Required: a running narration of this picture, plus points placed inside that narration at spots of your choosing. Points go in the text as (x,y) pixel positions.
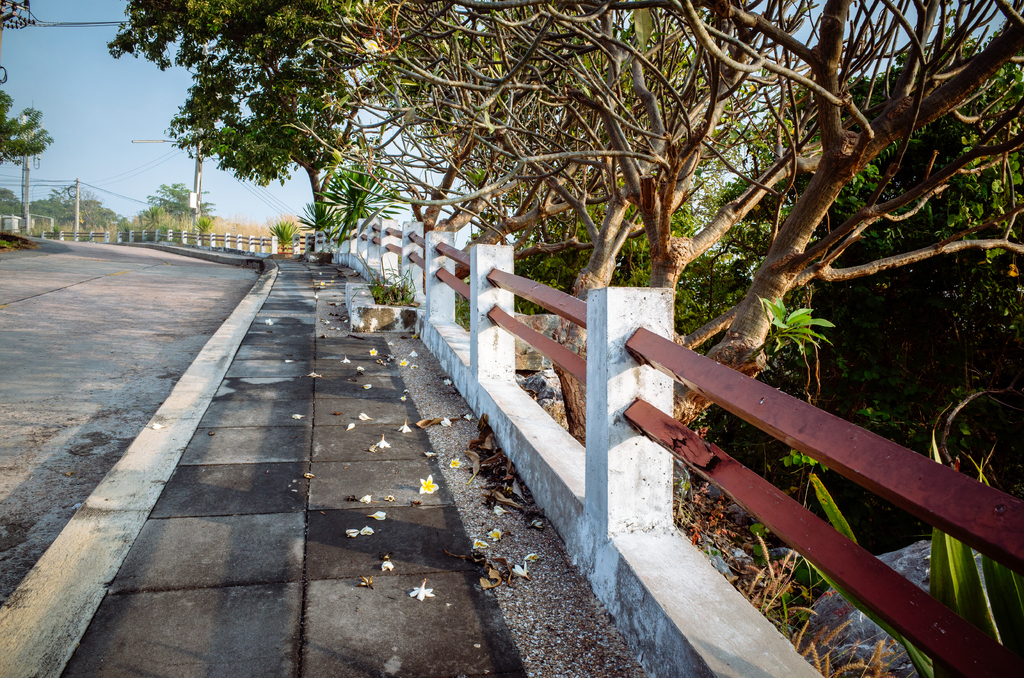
In this image we can see a road (157,349) and footpath (339,419). There are many flowers (405,392) on the footpath (355,454). There are many trees (761,449) and plants (941,206) in the image. There are few electrical poles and cables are connected to it. There is a sky (162,165) in the image. There is fencing (633,509) in the image.
